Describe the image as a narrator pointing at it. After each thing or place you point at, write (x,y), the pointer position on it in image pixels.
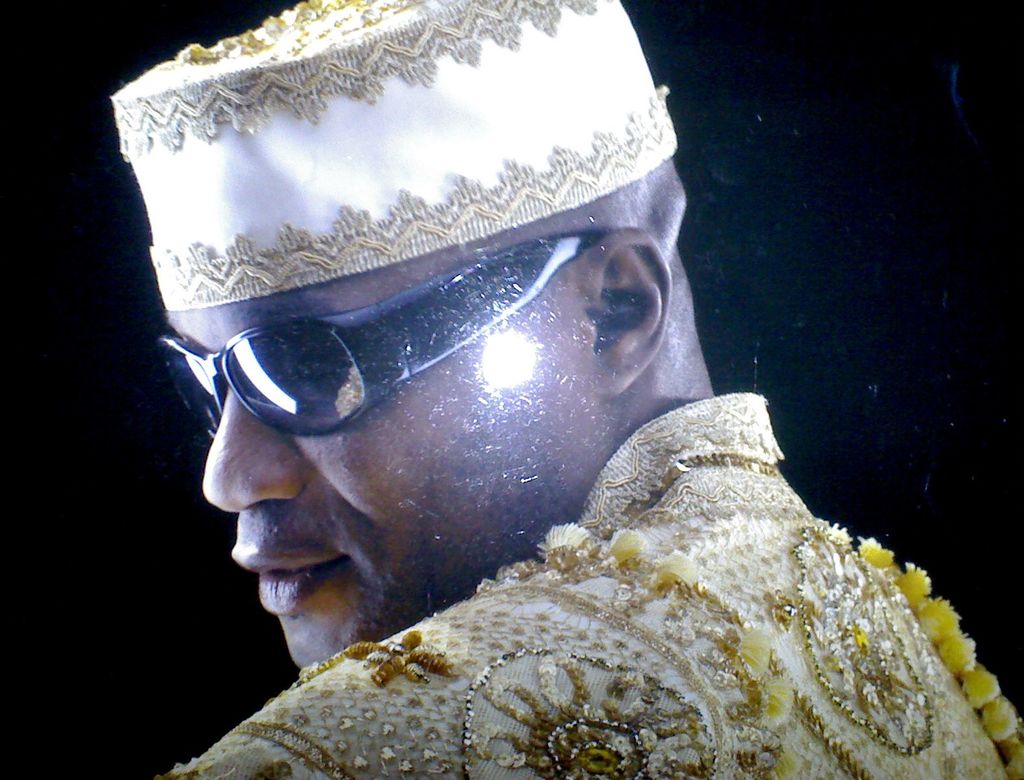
In this image we can see a man (624,620). He is wearing a yellow color dress (653,641), goggles (441,332) and cap (368,122). The background (860,186) is dark.
